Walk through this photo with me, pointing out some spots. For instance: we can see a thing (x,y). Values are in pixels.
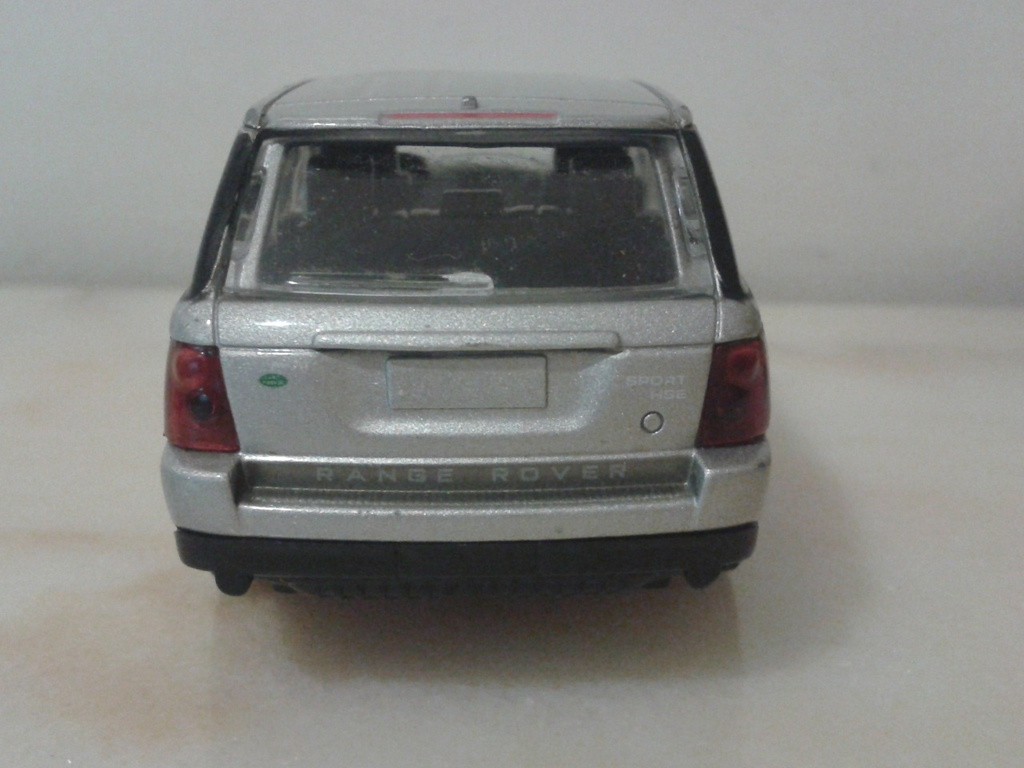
It is a car (473,413) in silver color.
